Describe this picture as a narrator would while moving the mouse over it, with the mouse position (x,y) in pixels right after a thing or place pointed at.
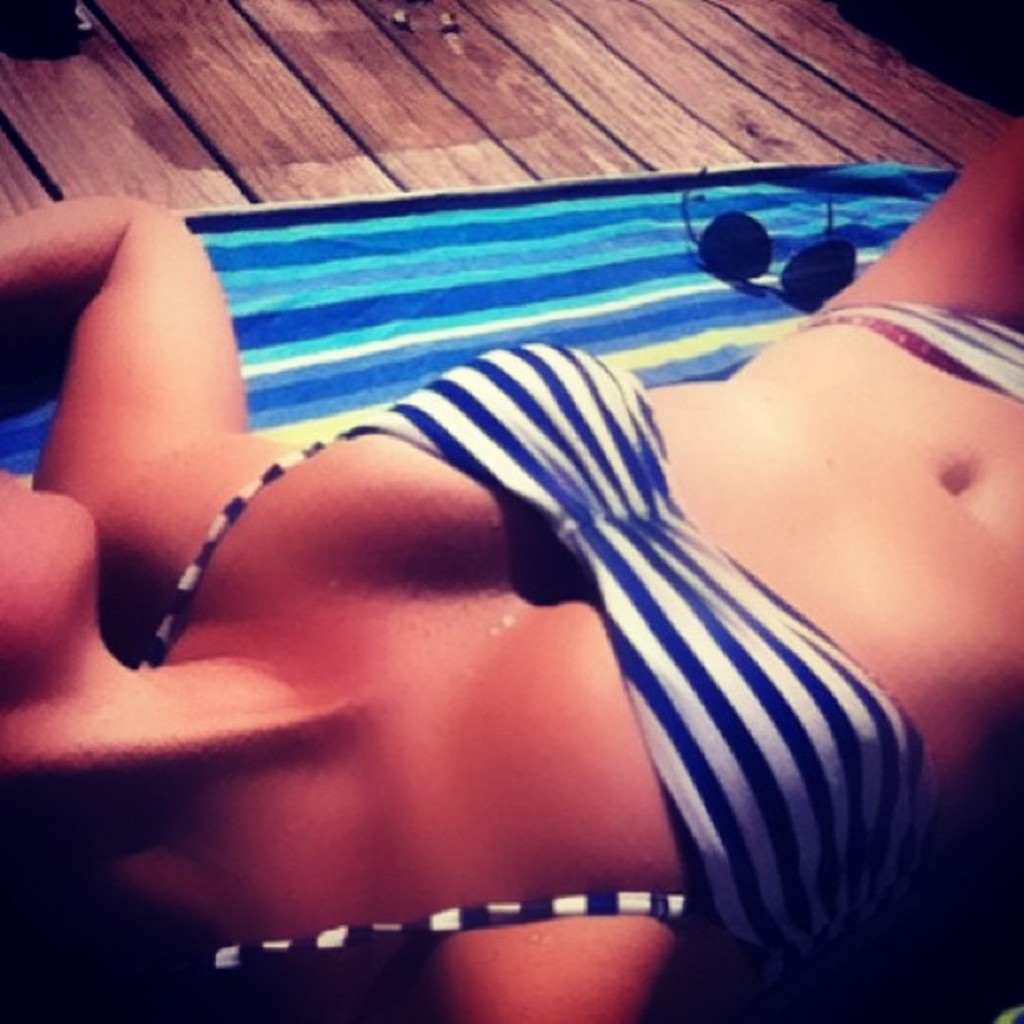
In this image there is one woman (870,430) who is lying, and there is one towel (542,264) and goggles (730,254). And at the top (890,87) there is a wooden board (402,91).
